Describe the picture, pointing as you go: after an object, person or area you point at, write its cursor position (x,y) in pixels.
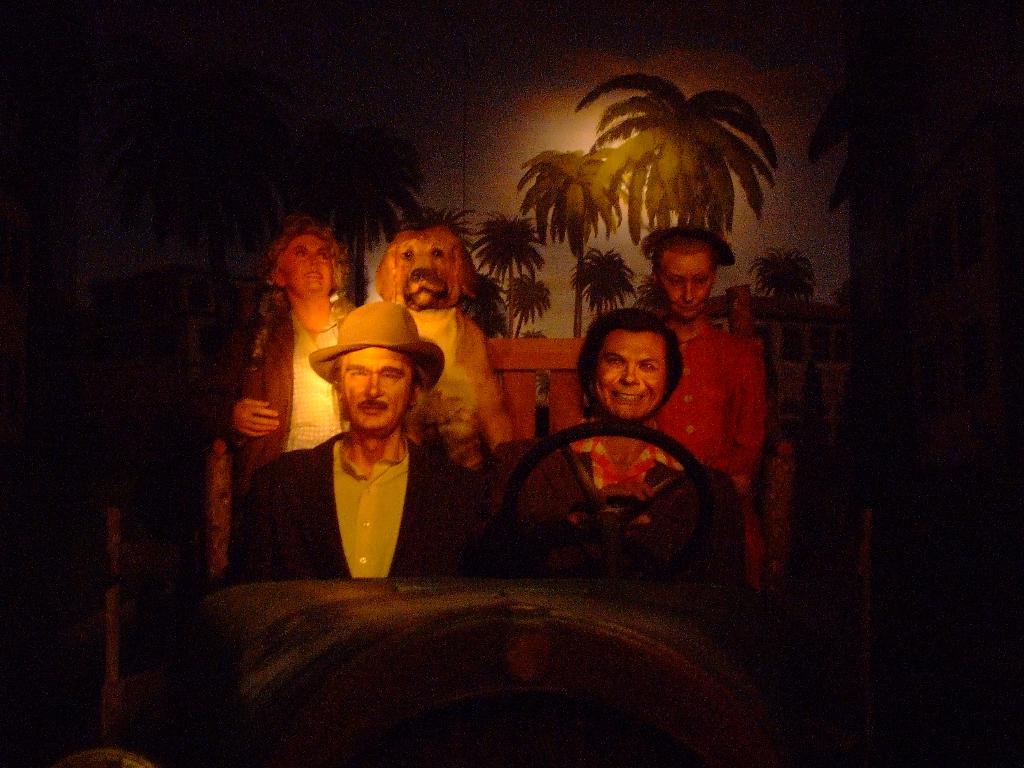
In this picture we can see trees (751,173) and people (445,522). It seems like a dog (440,298). This is a picture of painting.
